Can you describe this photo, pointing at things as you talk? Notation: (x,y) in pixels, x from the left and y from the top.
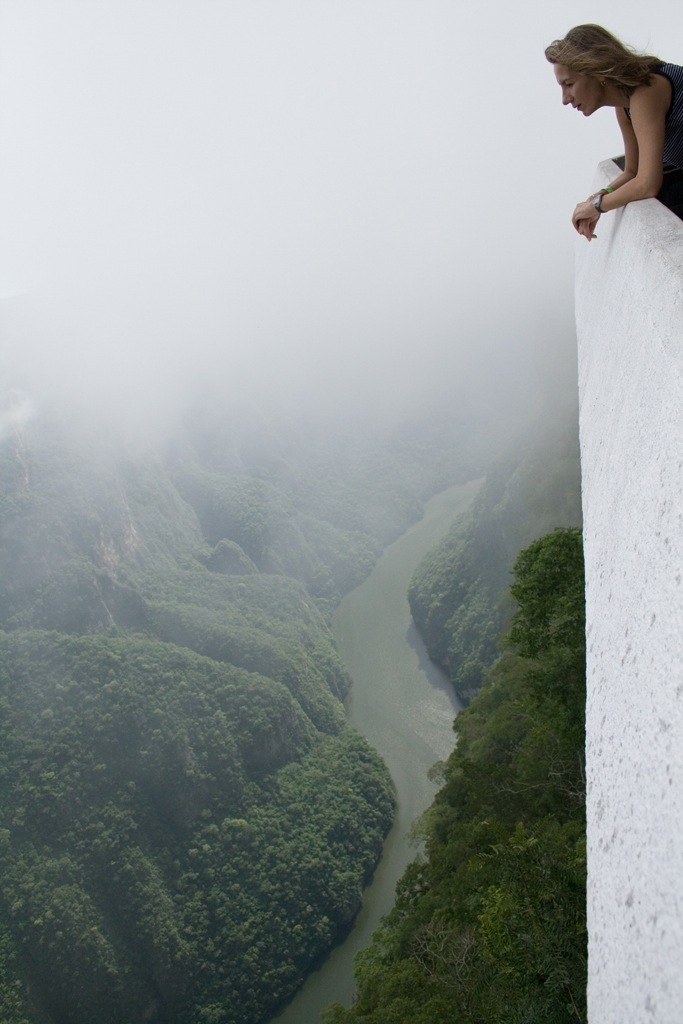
In this picture there is a woman (549,61) standing behind the wall (670,603). At the bottom (522,781) there are mountains (196,691) and there are trees (443,588) and there is water (443,510). At the top (228,74) it looks like fog (439,71).
